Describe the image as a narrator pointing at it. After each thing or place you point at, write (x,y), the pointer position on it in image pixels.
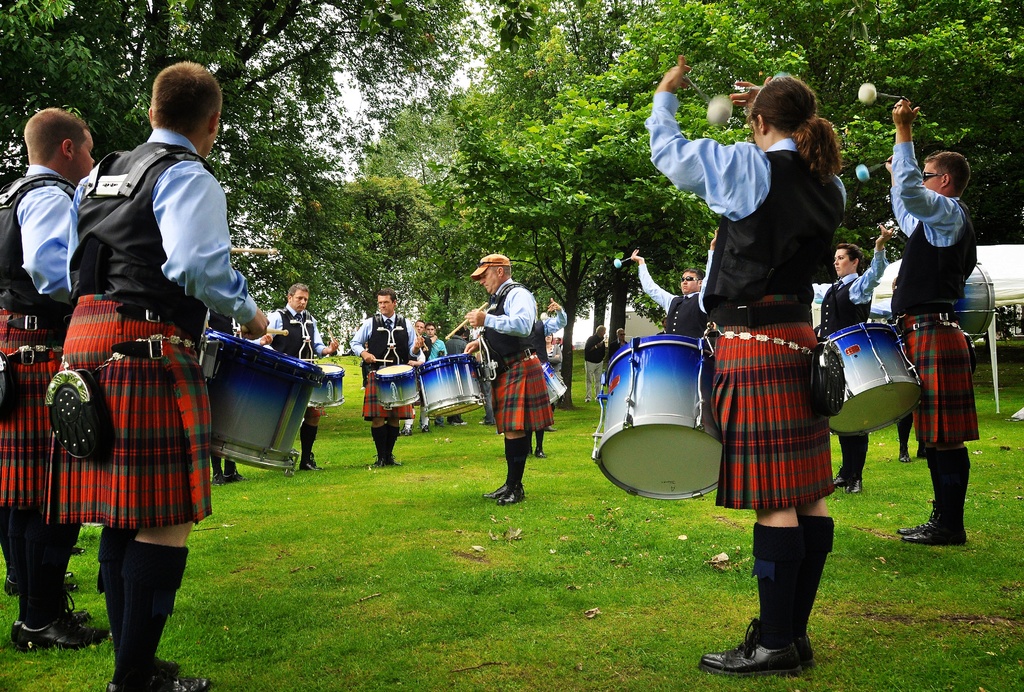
In the image we can see there are people (502,346) standing on the ground (967,500) and holding drum (236,371) and sticks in their hand (329,346). The ground (470,544) is covered with grass (610,590) and behind there are lot of trees (454,138).
